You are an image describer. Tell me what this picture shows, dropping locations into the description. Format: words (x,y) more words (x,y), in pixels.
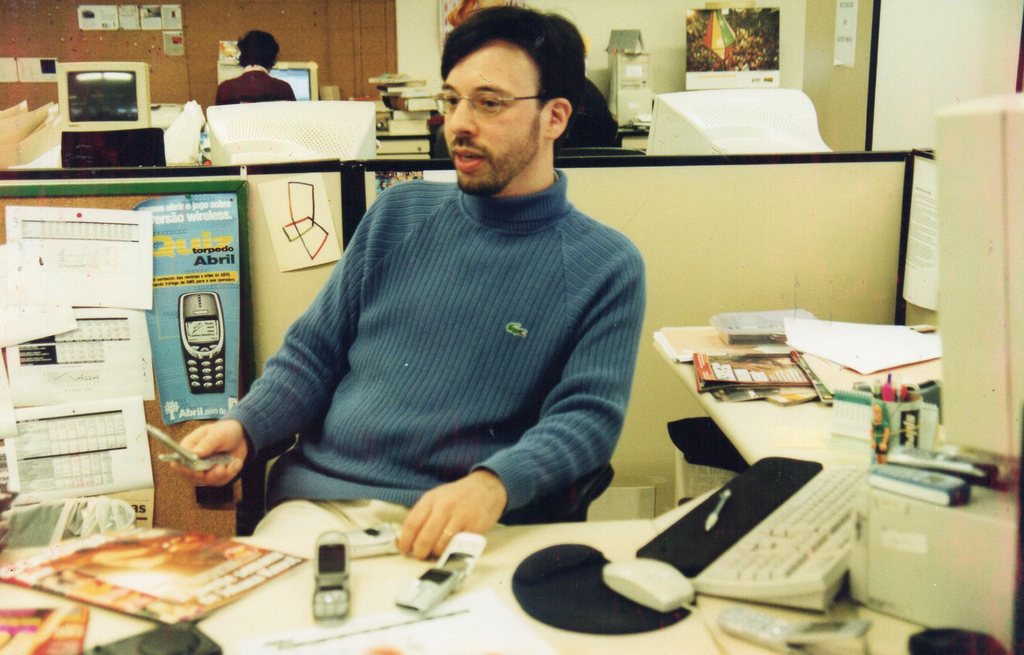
In the picture we can see man (611,336) sitting on a chair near the desk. On the desk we can find monitor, keyboard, mouse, mouse pad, mobile phones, and papers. In the background (131,114) we can find monitor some person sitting near the monitor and a wall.
